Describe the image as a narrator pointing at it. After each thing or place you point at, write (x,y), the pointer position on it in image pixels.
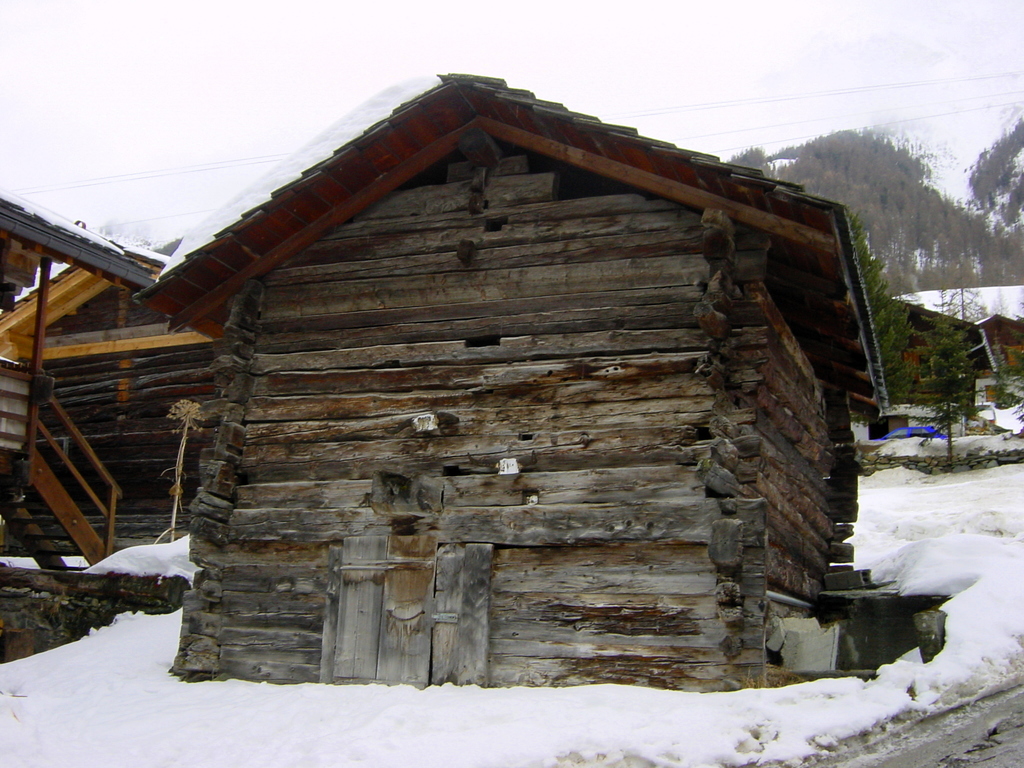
In this picture we can see a wooden hut (425,312). On the left (111,499) there is a wooden stairs (108,480), beside that we can see a plant (179,486). On the background (1018,388) we can see many trees (991,175), mountain (920,171) and some wires (936,103). On the top (407,29) we can see sky (570,34) and clouds (611,34). On the bottom (95,757) we can see snow (287,716).
